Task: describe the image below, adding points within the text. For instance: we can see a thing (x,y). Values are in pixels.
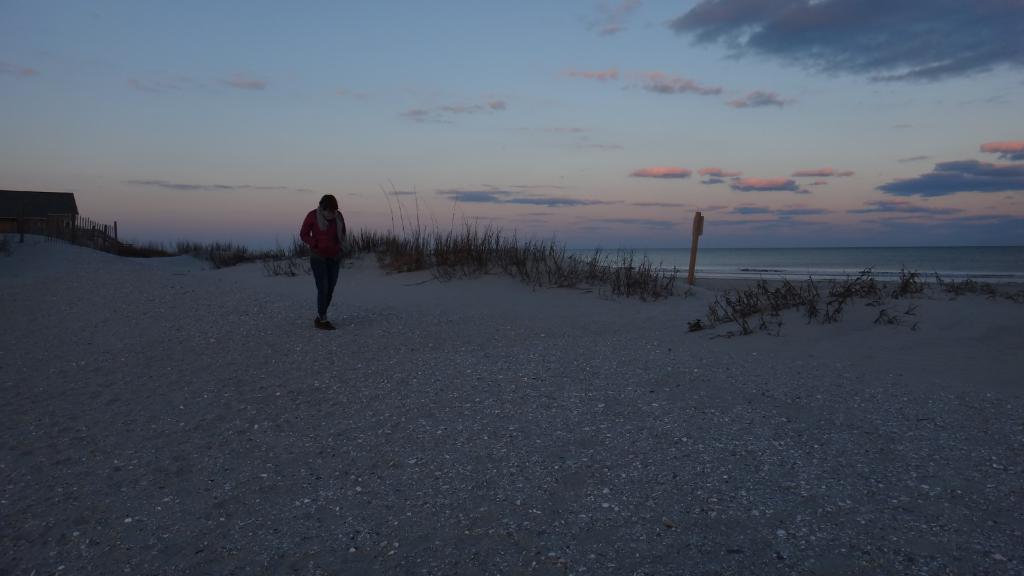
Here is a person (330,265) standing. This is the grass (404,245). I can see a house (63,218). I think this is the seashore (826,283). Here is a pole (690,271). This looks like water (722,269). These are the clouds (792,190) in the sky (542,171).
